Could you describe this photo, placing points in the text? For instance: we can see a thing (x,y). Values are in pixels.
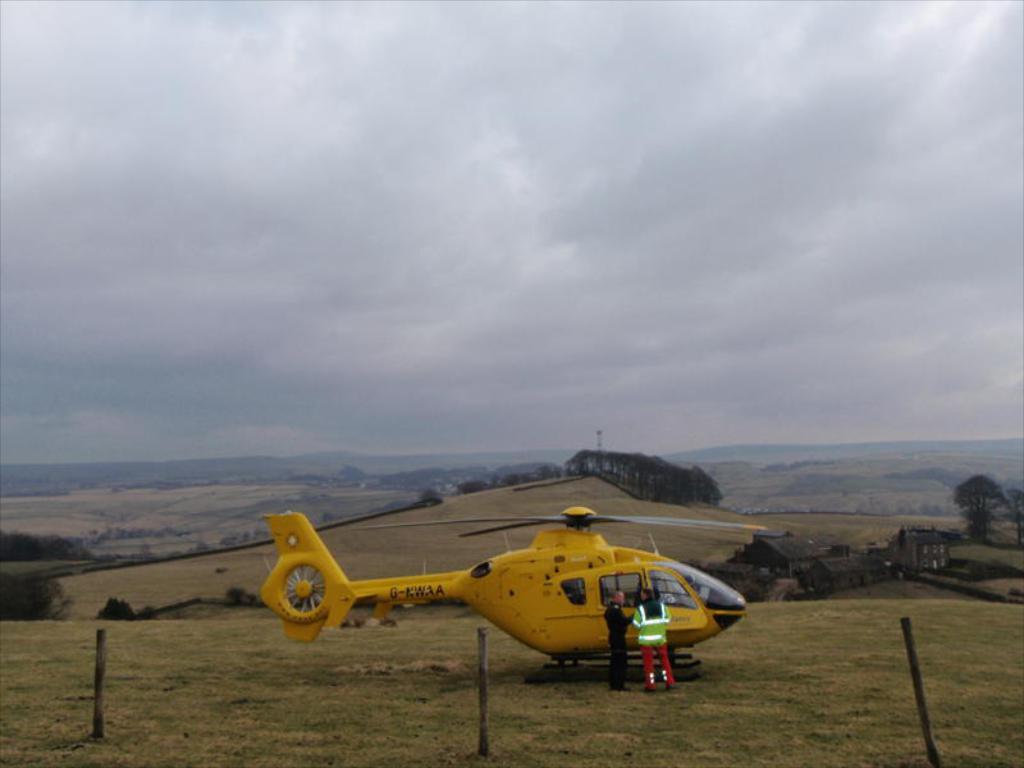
In the image there is a yellow color helicopter (358,584) on the grassland (719,712) with two persons (648,624) standing beside it and behind it there are hills (322,492) covered with plants (645,494) and trees (967,496) and above its sky (469,141) with clouds (732,179).
